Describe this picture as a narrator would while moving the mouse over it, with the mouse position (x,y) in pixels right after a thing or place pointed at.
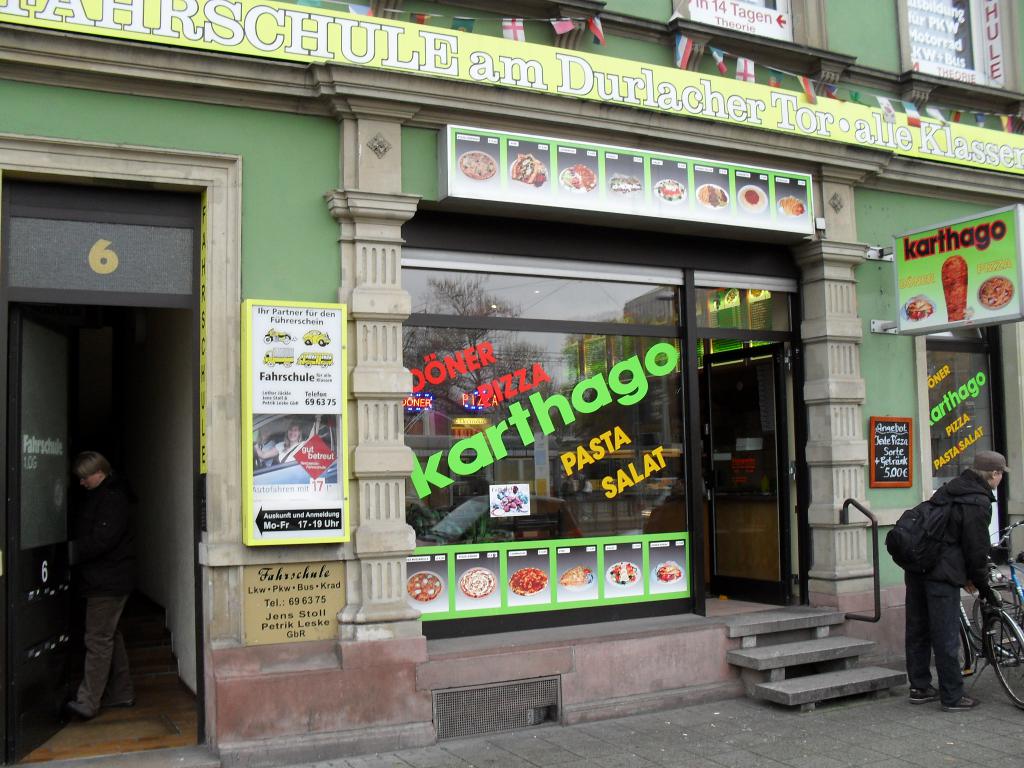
In this image we can see a building (893,73), hoarding (860,117), flags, people (933,605), bicycles (983,609), steps (791,620), doors (745,455), images (702,190) and boards (247,369). Something written on these glass windows (622,465).
